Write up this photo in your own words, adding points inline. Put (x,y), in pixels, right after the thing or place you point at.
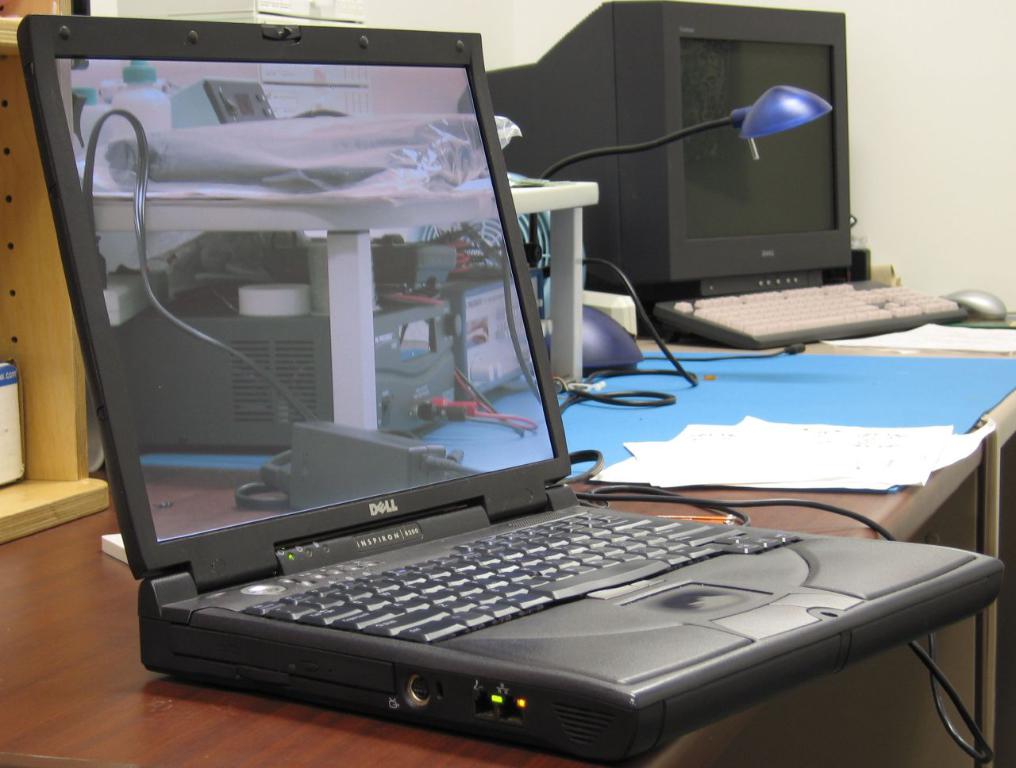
In this picture I can see a table (35,571) in front (40,588) on which there is a laptop (367,474), a monitor (845,138), a keyboard (890,292), a mouse (992,304), a lamp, few papers (740,447) and other things (517,201). In the background (535,30) I can see the wall (906,132). On the screen (344,265) of the laptop (329,233) I can see the reflection (318,334) of few electronic equipment (268,323) and wires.
